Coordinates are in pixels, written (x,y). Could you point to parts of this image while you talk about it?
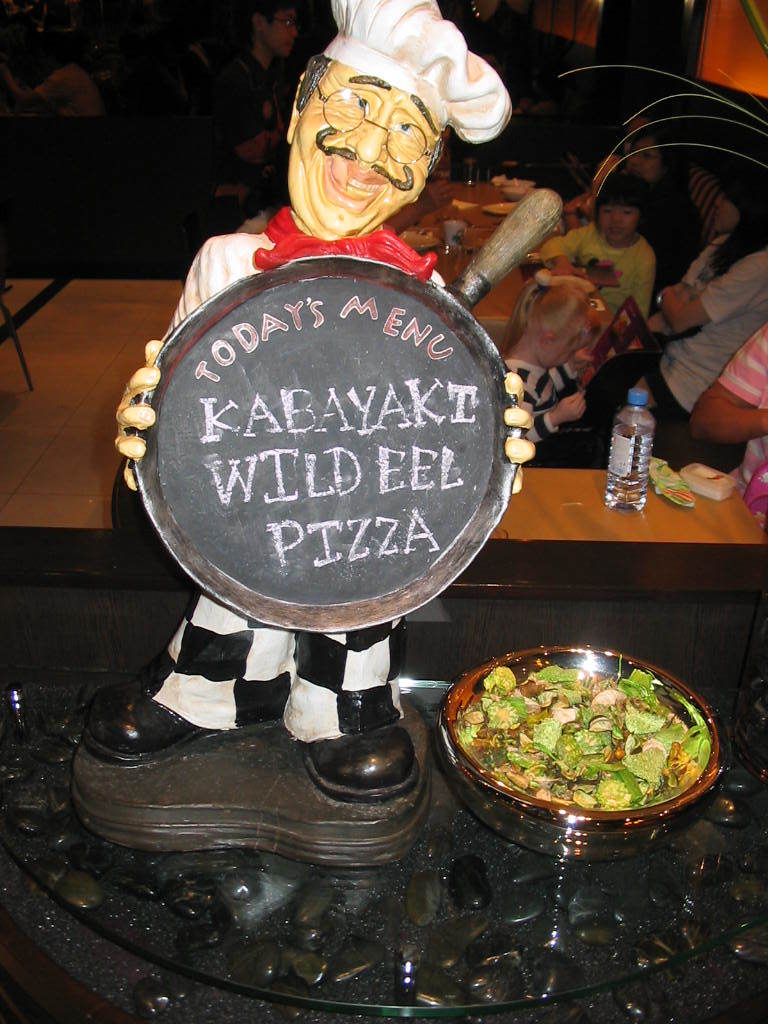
In this image I can see the toy (283,629) which is in the shape of person (246,666) holding the plate (296,354). To the side I can see some objects (513,707). In the background (529,350) I can see few people (532,340) sitting in front of the table (450,261). On the table (589,471) I can see the plates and bottle (614,452). I can see few more people (533,256) and there is a black background (232,4).
